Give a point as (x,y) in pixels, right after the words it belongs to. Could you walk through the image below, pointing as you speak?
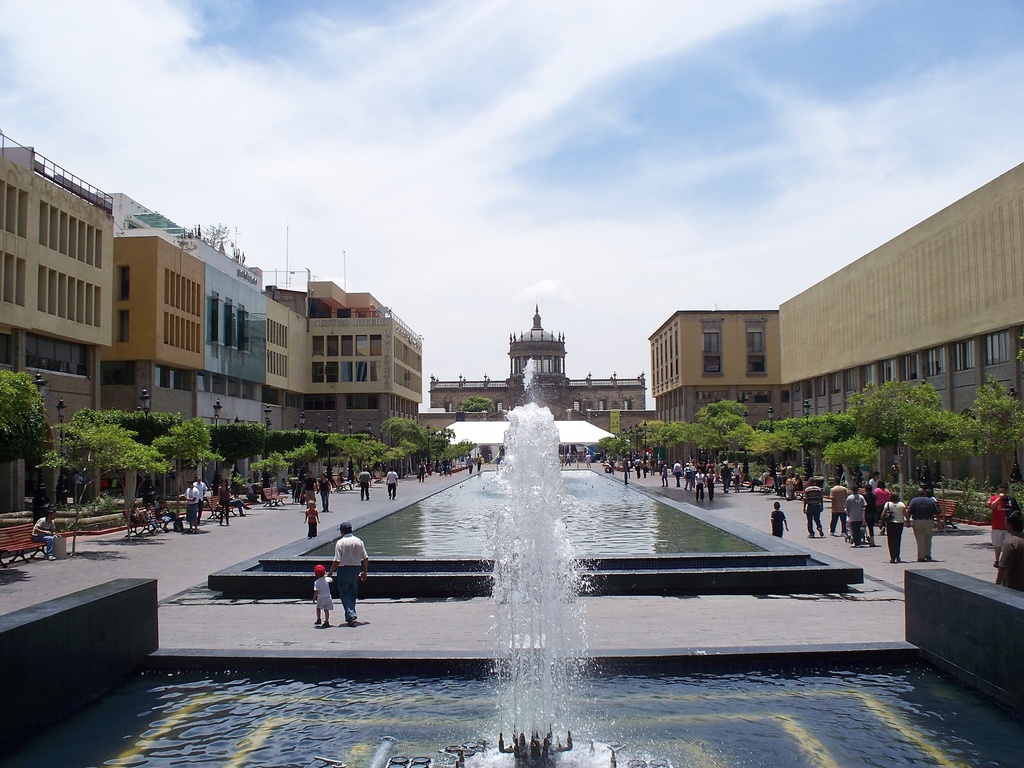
There is water (428,500). On that there is a fountain (505,725). And there are many people (306,480) on the sides. Also there are trees (845,443) and building (780,348) with windows (69,294) on the sides. In the background (458,143) there is sky (449,127) with clouds (479,145).
